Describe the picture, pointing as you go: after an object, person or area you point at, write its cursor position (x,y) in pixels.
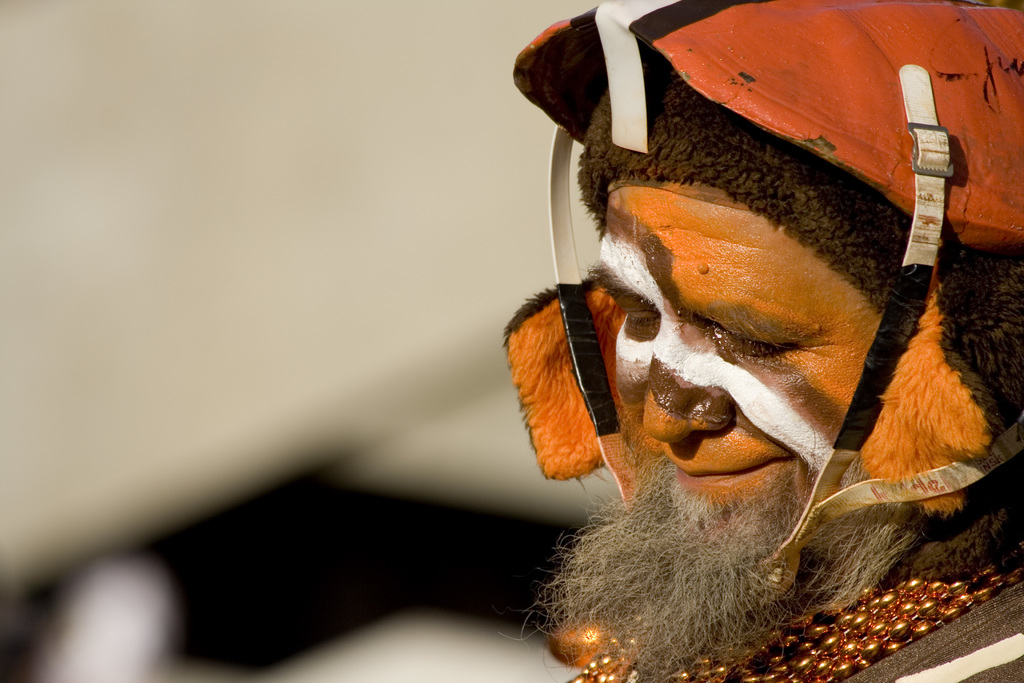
On the right side (880,210), there is a person (873,213) having beard (733,542) and wearing a cap (902,170). And the background (426,123) is blurred.
